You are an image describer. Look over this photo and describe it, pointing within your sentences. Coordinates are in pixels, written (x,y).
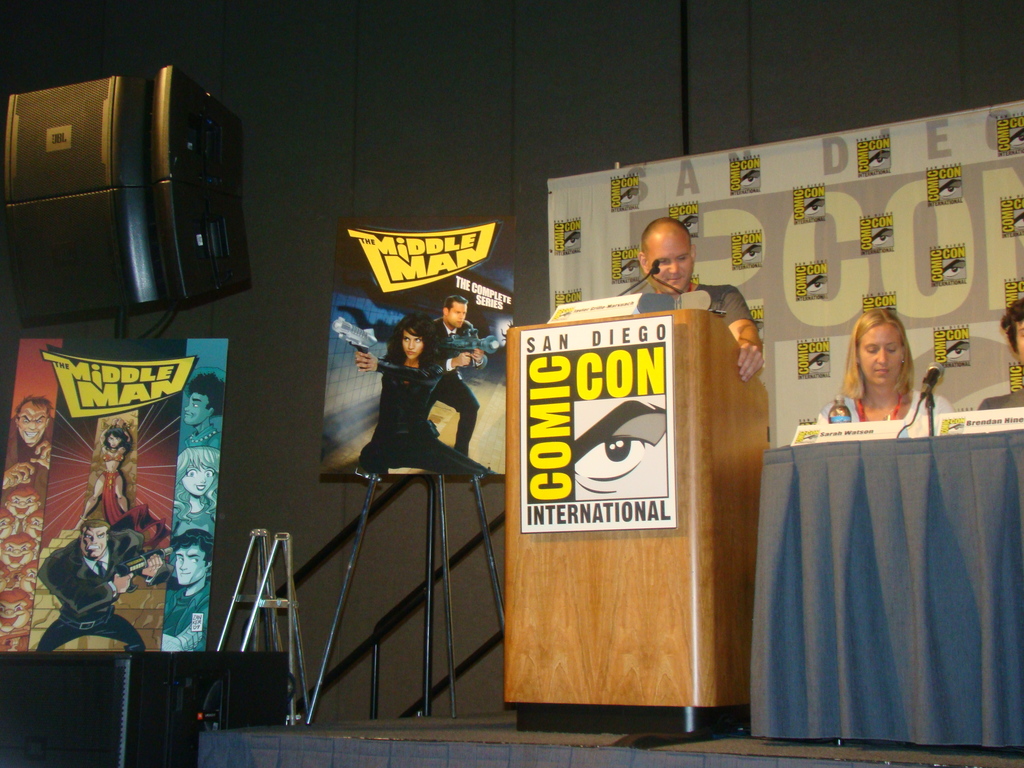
In this picture we can see a man (657,284) is standing behind the podium (698,350) and on the podium (570,426) there are boards (630,307) and a microphone (654,263). On the right side of the man (676,286) there are two people (897,352) sitting on chairs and in front of the people (900,401) there is a table (902,452), which is covered by a cloth (862,480). On the table (901,455) there are name plates (838,430) and a microphone (929,387) with stand (930,403) and a cable (908,425). Behind the people (921,427) there are boards (610,271). On the left side of the man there are speakers (134,199), stands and some objects (420,276).
